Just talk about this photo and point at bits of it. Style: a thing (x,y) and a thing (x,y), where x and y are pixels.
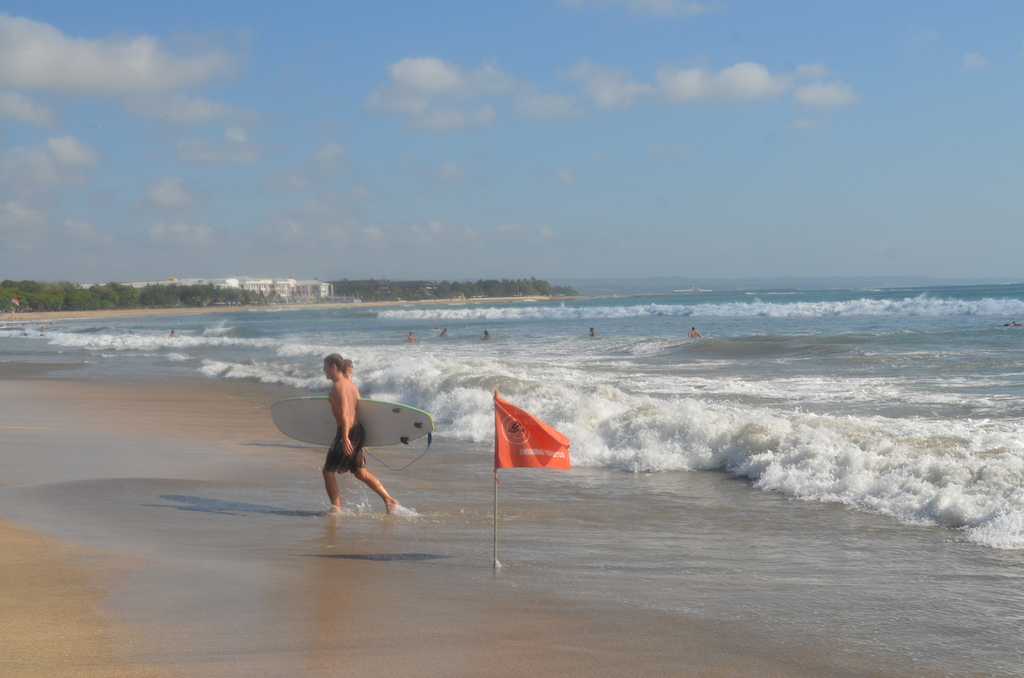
He is walking. He's holding a surfboard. We can see in the background (381,346) there is a sea (605,310), sky (650,146) and trees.
